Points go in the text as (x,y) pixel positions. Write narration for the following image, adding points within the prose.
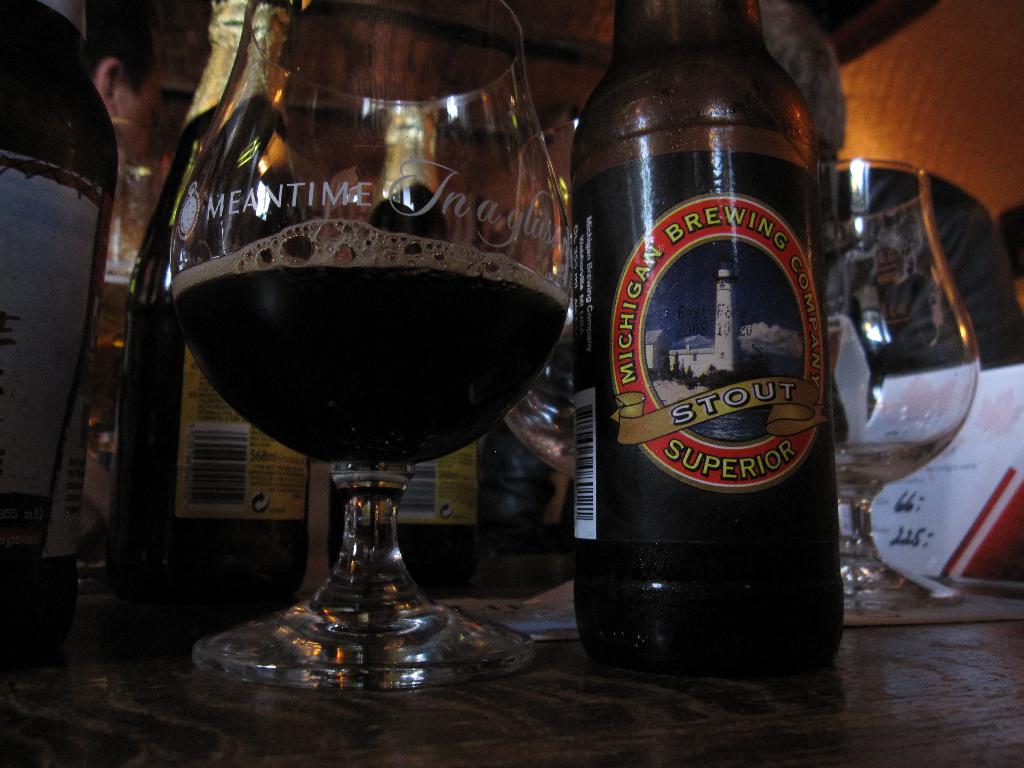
This picture is consists of a bottle (726,115) and a glass (437,107), glass (214,147) contains drink (225,277) in it and there is word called superior written on a bottle (724,321) which is placed on a table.
